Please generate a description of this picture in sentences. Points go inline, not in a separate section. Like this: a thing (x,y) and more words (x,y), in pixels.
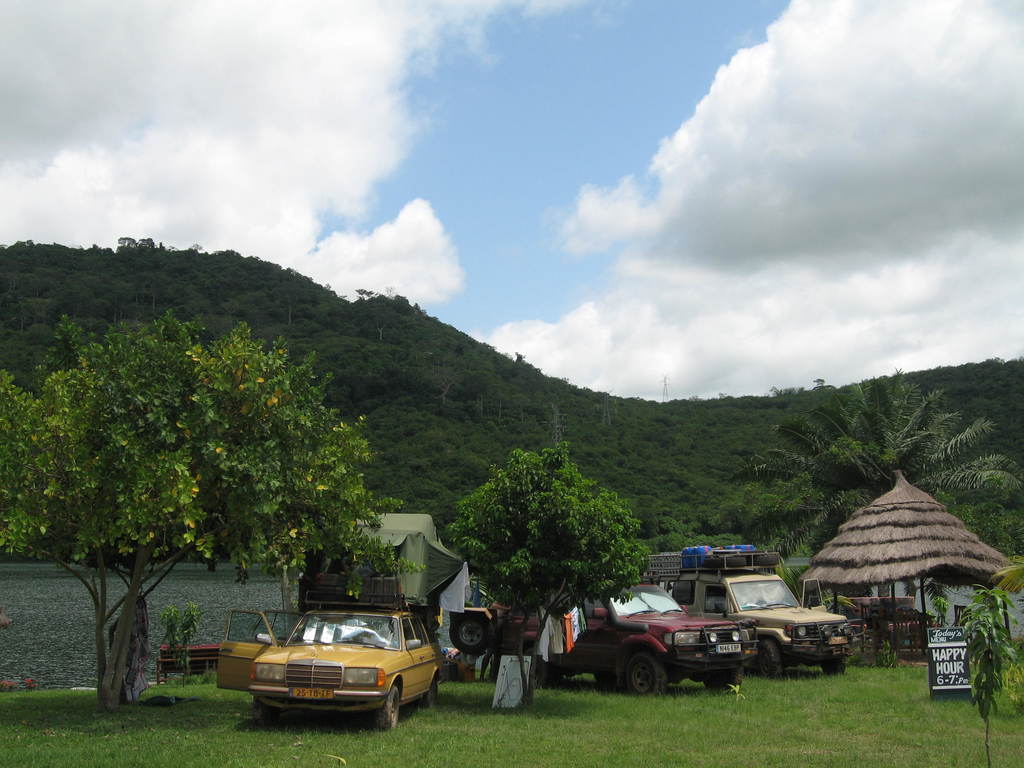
In this picture we can see some vehicles (586,656), boards (948,670) and trees (512,577) on the grass (574,714). Behind the vehicles (316,643) there's a wall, houses (828,570), hill (376,378), electric steel towers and the sky (679,378).
